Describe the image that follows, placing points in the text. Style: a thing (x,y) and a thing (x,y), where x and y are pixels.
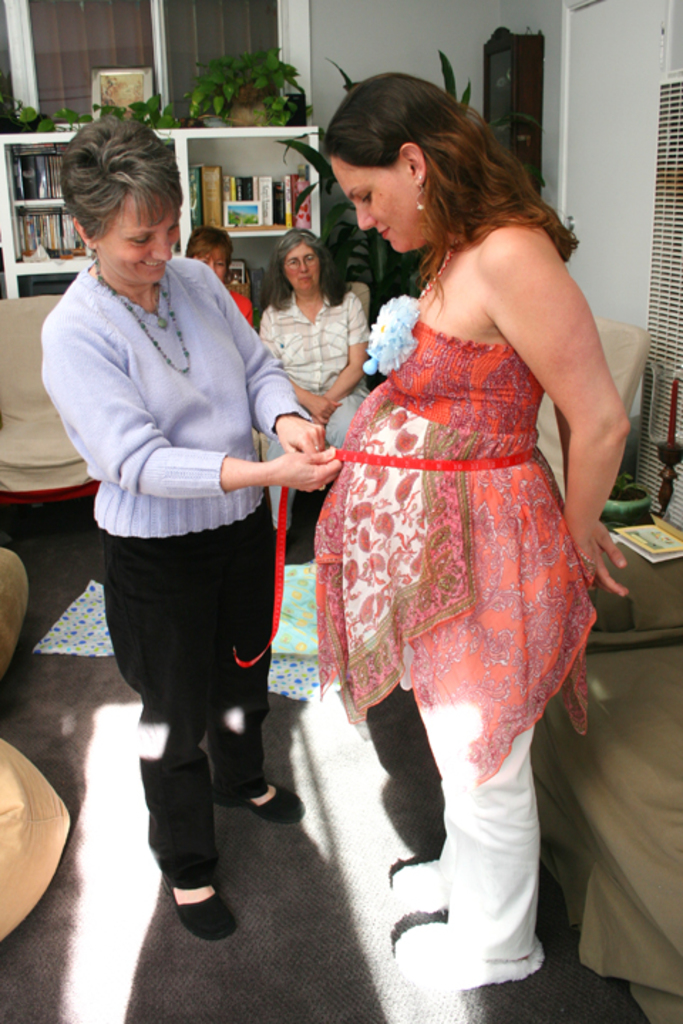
In this image I can see on the right side (560,632) a woman (474,140) is standing, she wore dress (500,715), on the left side (167,289) a woman (209,481) is measuring her waist (447,479) with a red color tape (451,465). In the middle (342,414) few people (304,359) are sitting on the chairs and there are books (203,200) in the racks (187,196).
